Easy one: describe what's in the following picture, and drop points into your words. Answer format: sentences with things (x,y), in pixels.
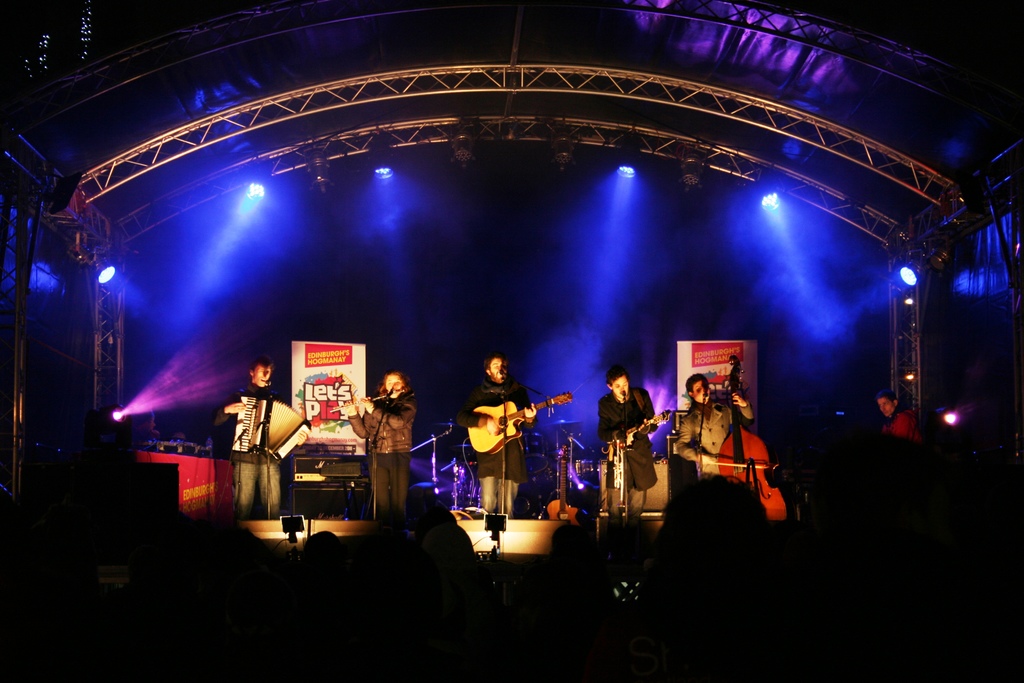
In this picture we can see there is a group of people (469,406) holding the musical instruments (263,428) and standing on a stage (354,516). Behind the people (393,427), there are some music systems (317,477) and boards (339,444). At the top of the image (273,154), there are lights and trusses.
